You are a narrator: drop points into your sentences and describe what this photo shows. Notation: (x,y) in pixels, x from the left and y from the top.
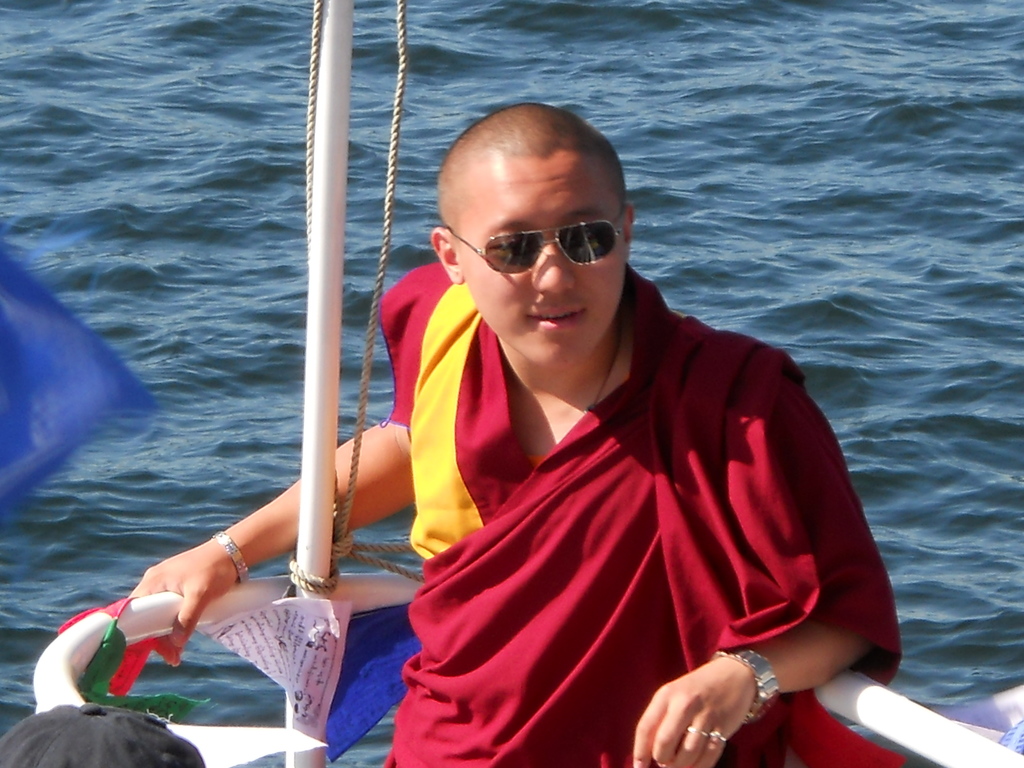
In the image we can see a man (619,503) wearing clothes (655,531), wrist watch (755,667), goggles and a finger ring (702,727). This is a rope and water (822,188). This is a pole (327,485) and a cap (72,720).
